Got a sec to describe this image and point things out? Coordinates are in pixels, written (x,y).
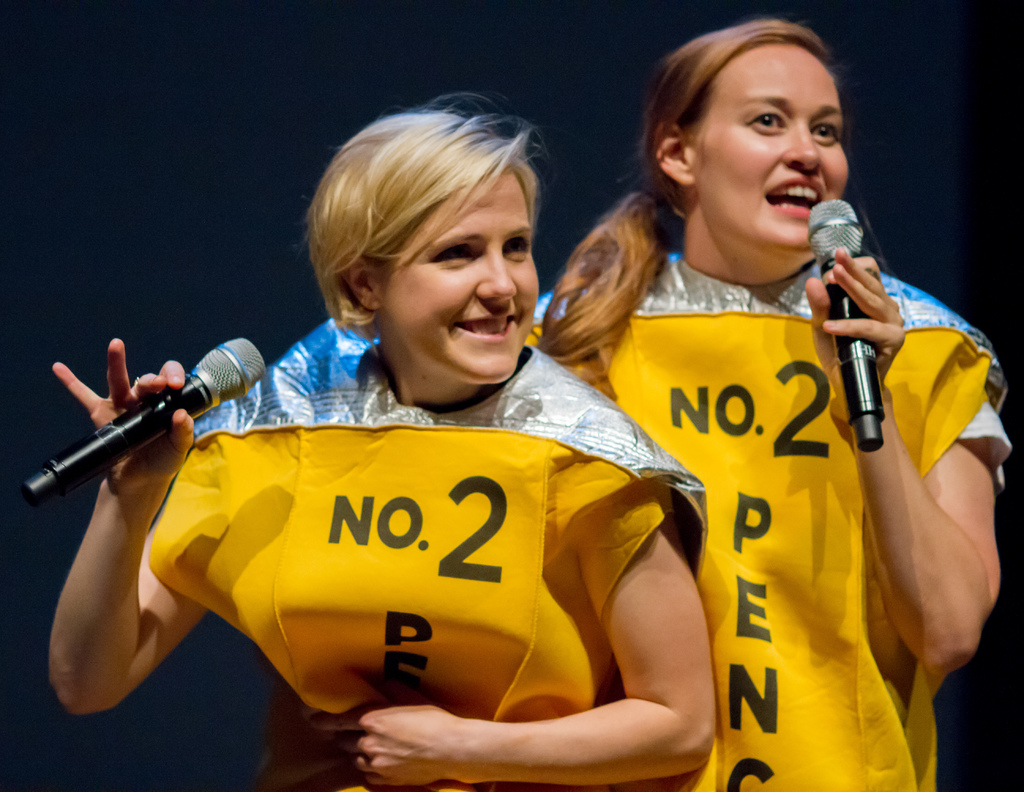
In this picture, we see two women (504,380) standing. Woman (588,356) on the right corner (749,403) is holding microphone (840,214) in her hands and talking on it and she is smiling. Woman (253,594) on the left (241,547) is also holding microphone (256,353) in her hands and she is smiling.
